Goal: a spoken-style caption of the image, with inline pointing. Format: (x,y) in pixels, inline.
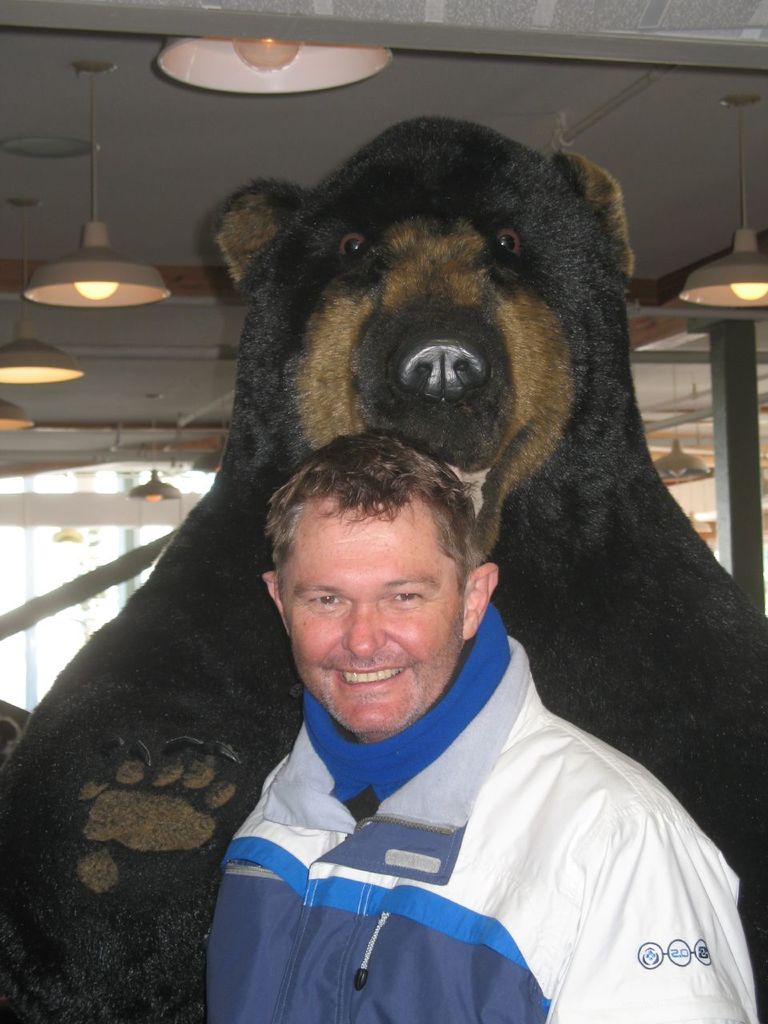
In the image there is a man (387,866) in the foreground (328,918) and behind him there is a bear doll (545,368), in the background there are lights (12,428) attached to the roof (82,132).
